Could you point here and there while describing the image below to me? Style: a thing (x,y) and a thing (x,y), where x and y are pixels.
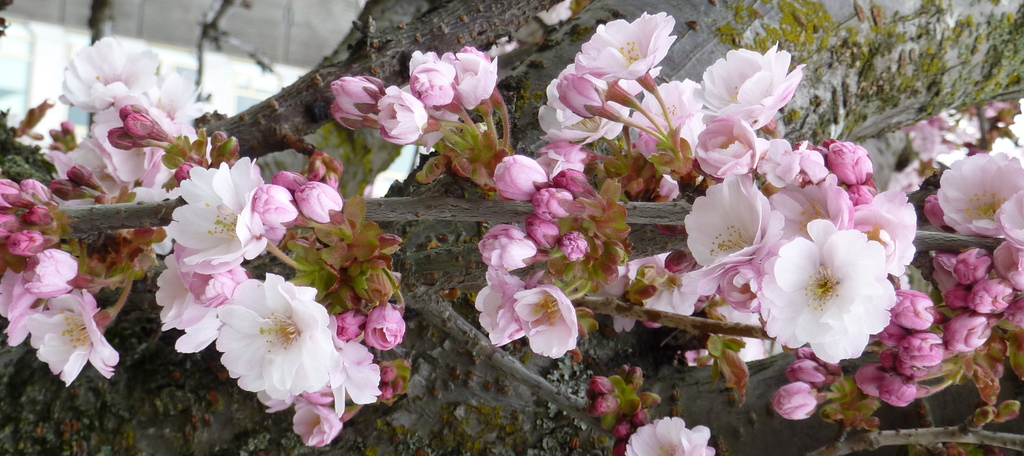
In this picture we can see flowers (727,89) and buds (353,324).
